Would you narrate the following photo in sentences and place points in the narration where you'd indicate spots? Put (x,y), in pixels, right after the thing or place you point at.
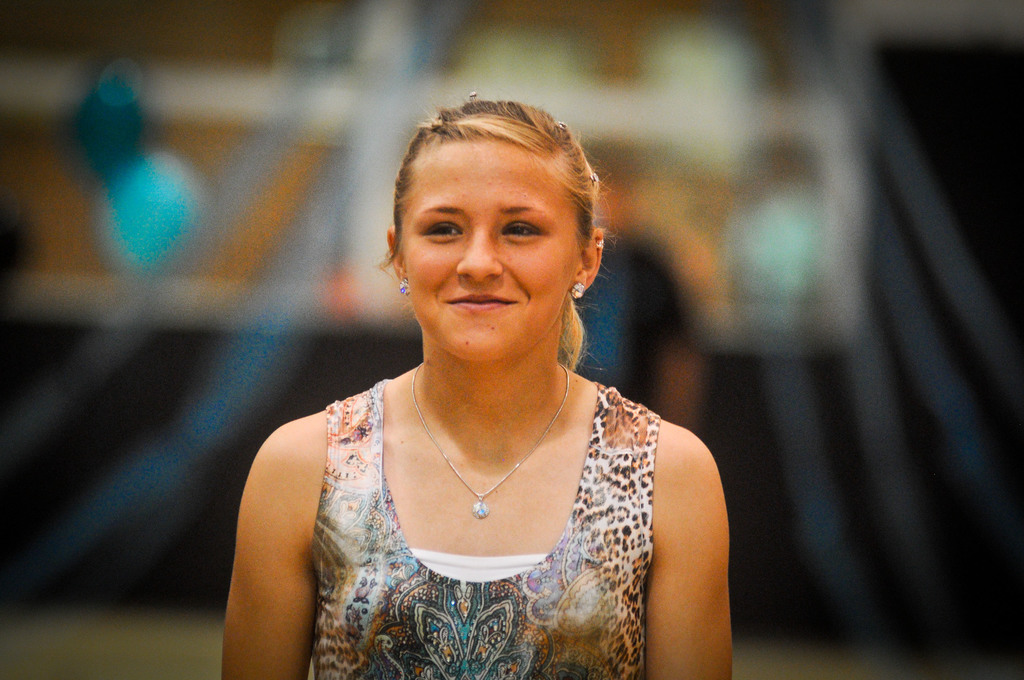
In the picture I can see a woman (466,533) is smiling. The woman (482,478) is wearing a necklace (525,455) and clothes (365,541). The background of the image (756,411) is blurred.
